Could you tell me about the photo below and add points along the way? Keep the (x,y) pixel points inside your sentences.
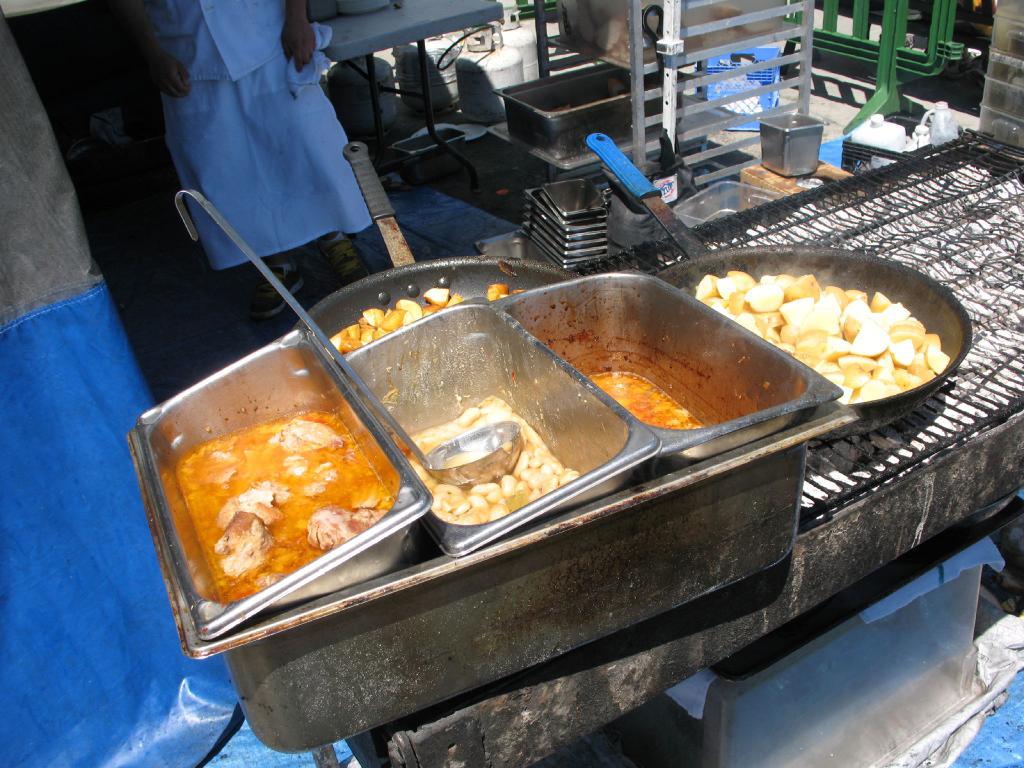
In the image I can see a grill (565,724) on which there are some pans (553,613), vessels (758,463) and also I can see some other things (677,101) and a person (180,56) to the side.
